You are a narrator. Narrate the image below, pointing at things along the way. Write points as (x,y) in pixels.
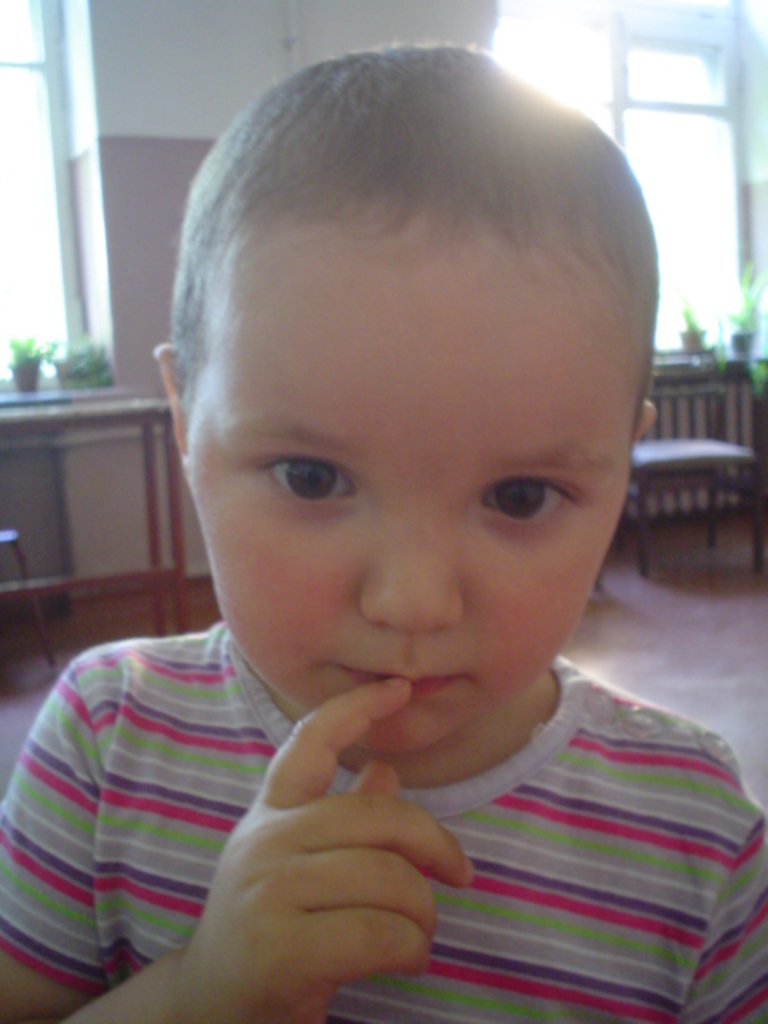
In the picture I can see a boy (536,334) in the middle of the image (259,656) and he is wearing a T-shirt (537,818). I can see the wooden chairs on the floor (11,606). In the background (5,303), I can see the glass windows (69,330) and there are pots (76,365) on the side of the glass windows (36,307).
